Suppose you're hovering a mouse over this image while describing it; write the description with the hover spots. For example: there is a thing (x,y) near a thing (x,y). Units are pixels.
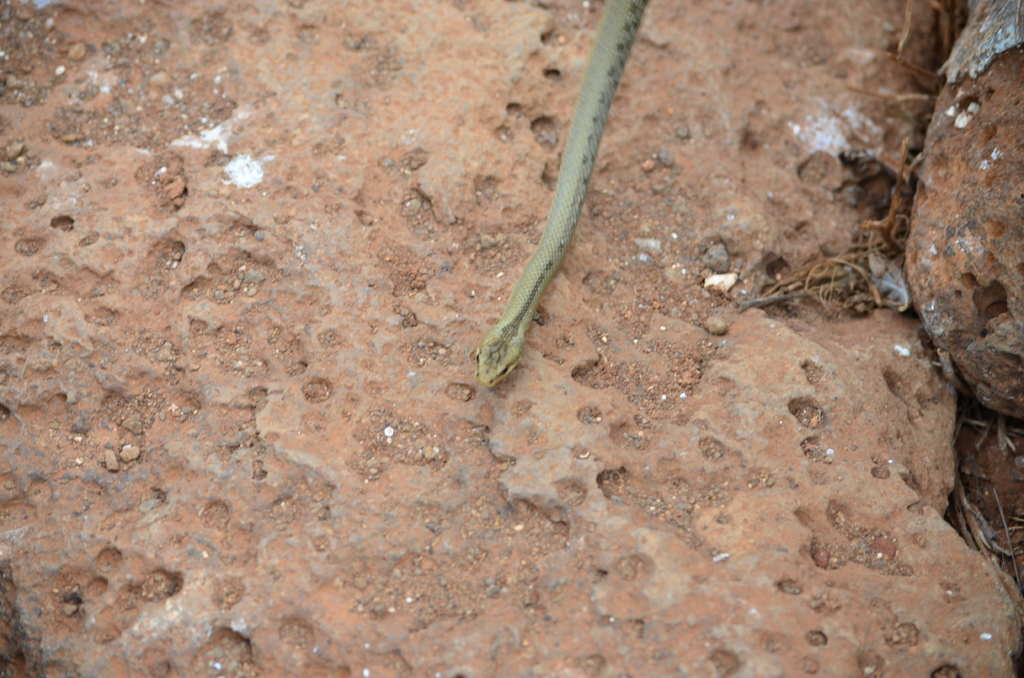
In this image we can see a snake (502,346) lying on the ground (520,270).
